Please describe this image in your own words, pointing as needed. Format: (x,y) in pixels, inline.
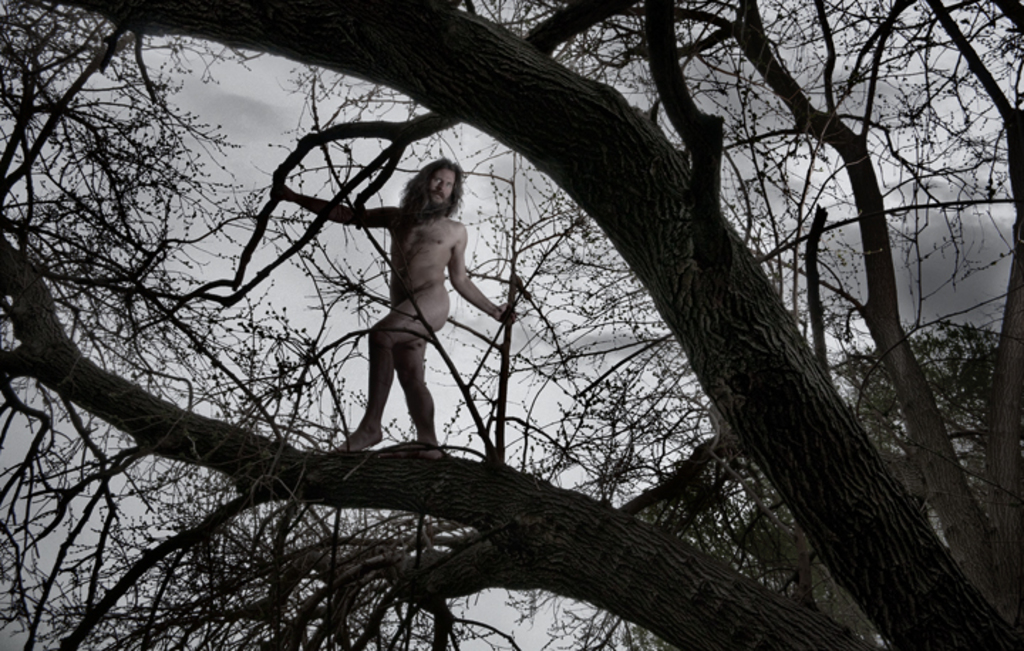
This is a muted colour image taken in daylight. I can see a tree (700,322) and a nude person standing on a branch (395,459) of the tree (381,453).
